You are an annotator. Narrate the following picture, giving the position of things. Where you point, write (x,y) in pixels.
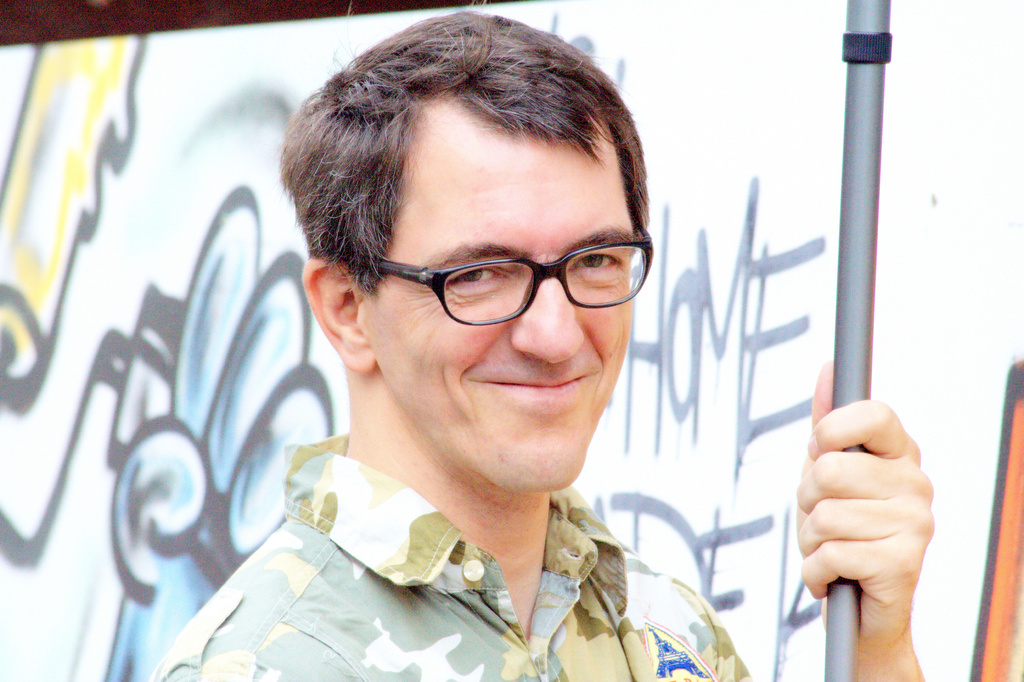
In this picture we can see a man (340,456) wore a spectacle (616,246) and smiling and holding a rod (848,681) with his hand (907,678) and in the background (950,644) we can see a banner (766,149).
